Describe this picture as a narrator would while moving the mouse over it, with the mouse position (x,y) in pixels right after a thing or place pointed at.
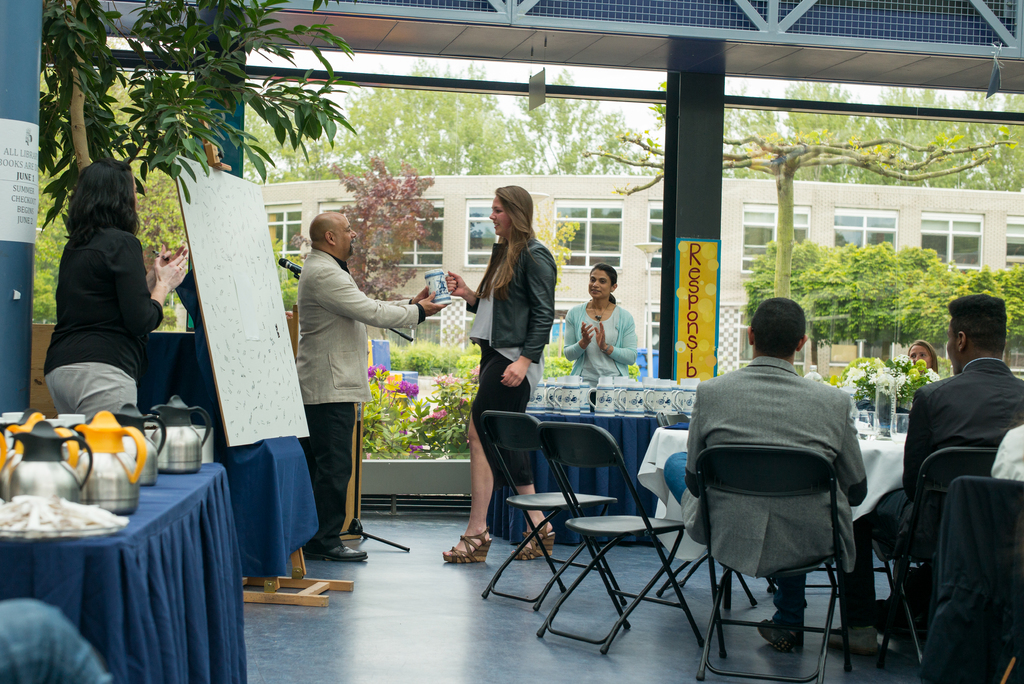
Here we see a building (648,197) and few trees (573,132) and we see few people (833,433) Seated on the chairs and a man (356,397) standing and taking a mug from a woman (513,186).
